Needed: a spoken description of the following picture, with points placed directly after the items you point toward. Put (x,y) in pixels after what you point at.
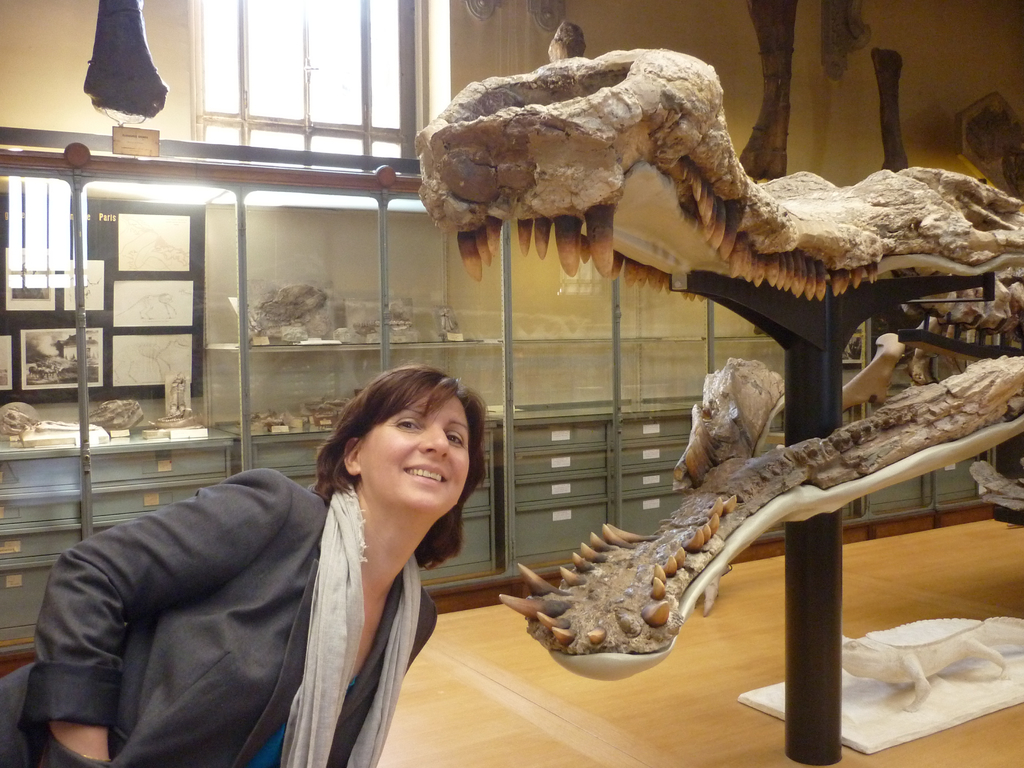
In this picture there is a woman (300,561) who is wearing black dress (199,687). She is standing near to the dinosaurs skull (556,156). Here we can see black holder (796,420). In the back (446,262) we can see glass (34,267), papers (129,355), box (245,436) and other objects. On the top (327,87) there is a window (333,75).
